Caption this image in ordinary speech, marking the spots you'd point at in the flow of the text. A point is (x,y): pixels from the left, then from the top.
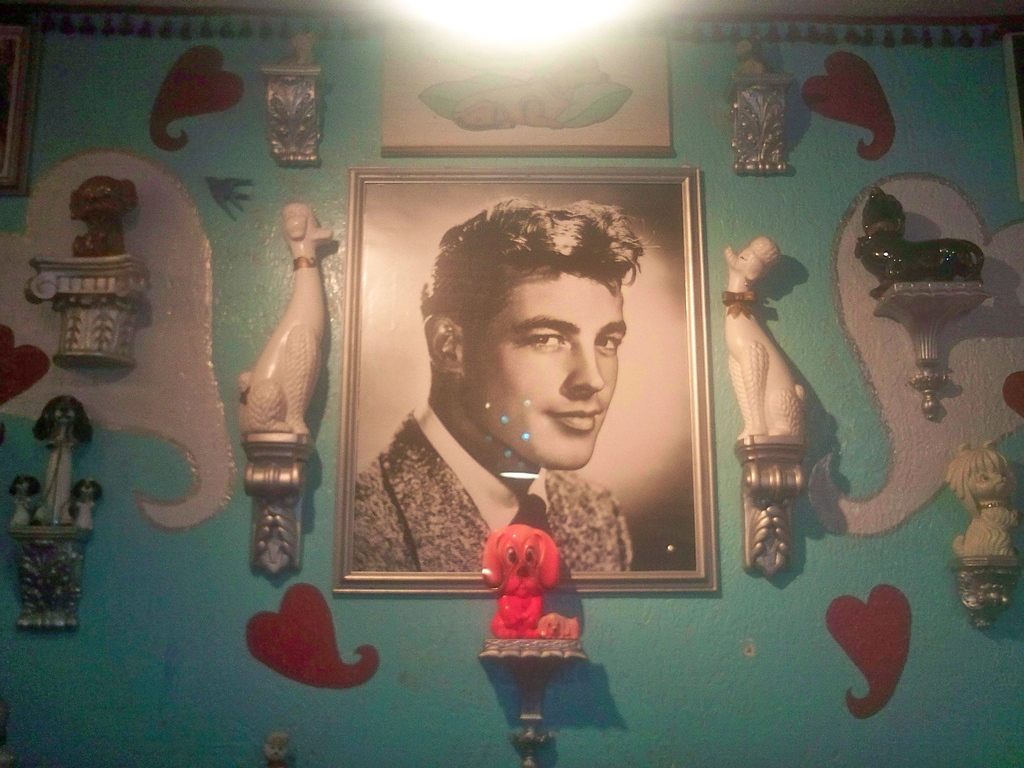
In the image in the center (343,280) there is a wall (740,502). On the wall (648,666), we can see one photo frame (707,463), toys (493,563) and some artwork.
